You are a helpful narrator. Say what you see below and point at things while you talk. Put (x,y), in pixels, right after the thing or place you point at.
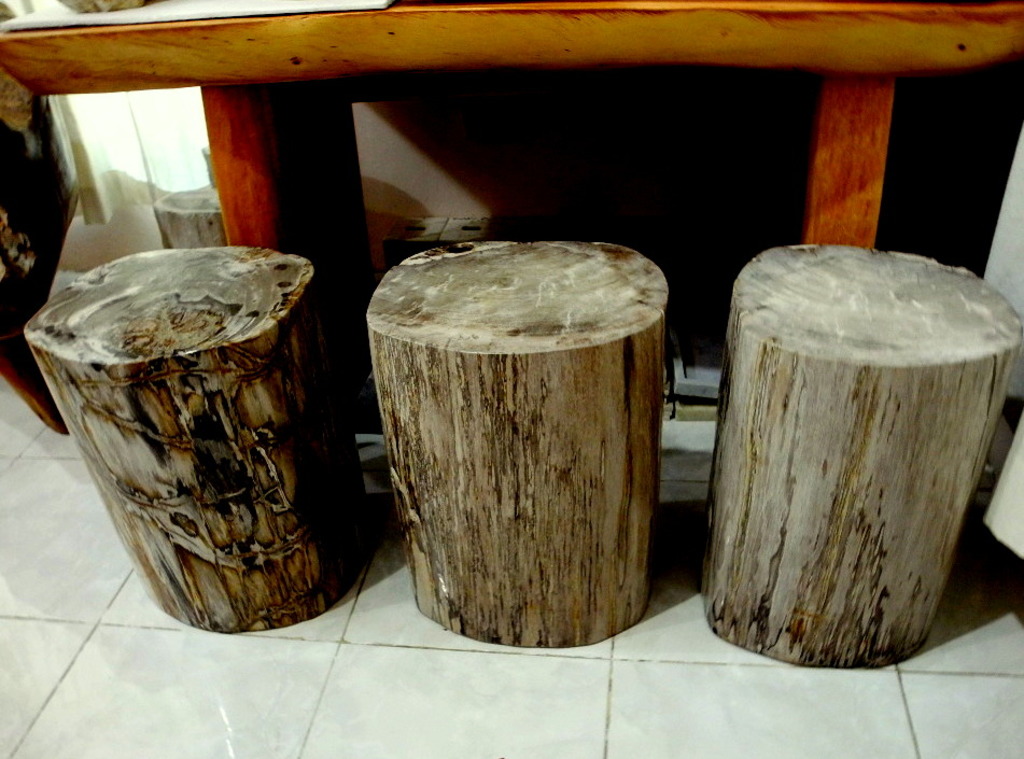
In this picture we can see wooden logs (150,379) on the floor (181,675), white cloth (1003,469), wall (498,160) and some objects (561,45).
